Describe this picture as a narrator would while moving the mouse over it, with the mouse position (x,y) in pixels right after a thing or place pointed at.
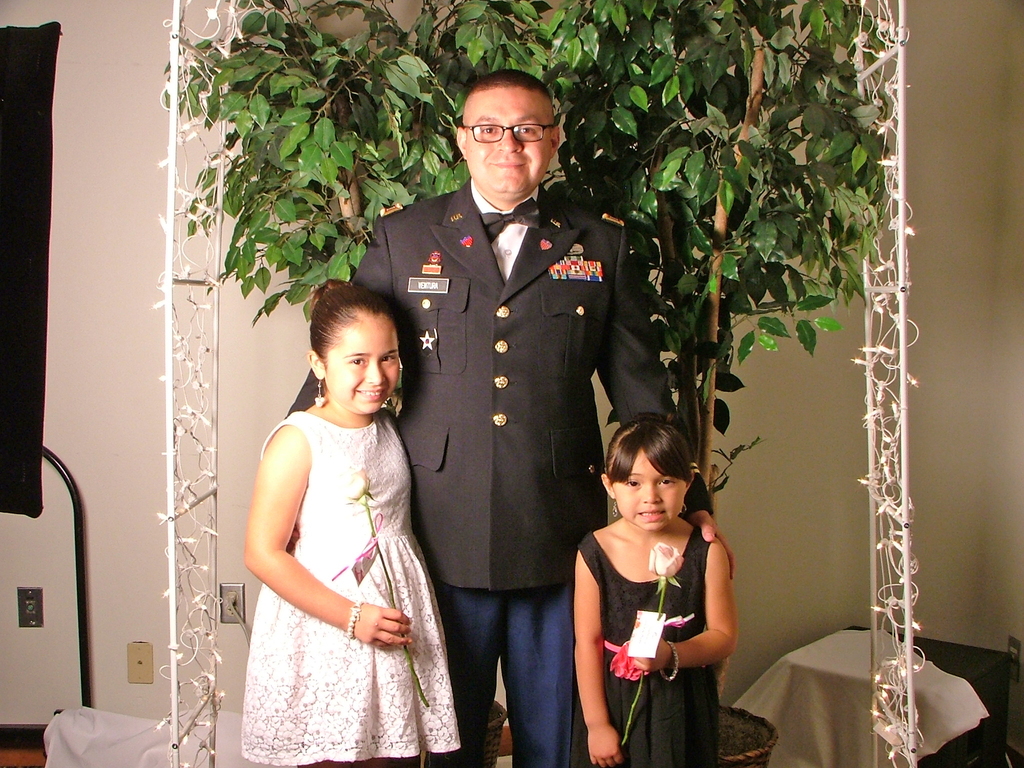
There is a person (555,209) in black color suit (542,319) smiling, placing one hand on the back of a girl (395,468) who is standing and smiling and placing other hand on the shoulder (720,550) of other girl (658,525) who is standing and smiling. On both sides of them, there are lights (240,36) arranged. In the background (815,58), there are pot plants (697,61) and there is white wall (121,223).
